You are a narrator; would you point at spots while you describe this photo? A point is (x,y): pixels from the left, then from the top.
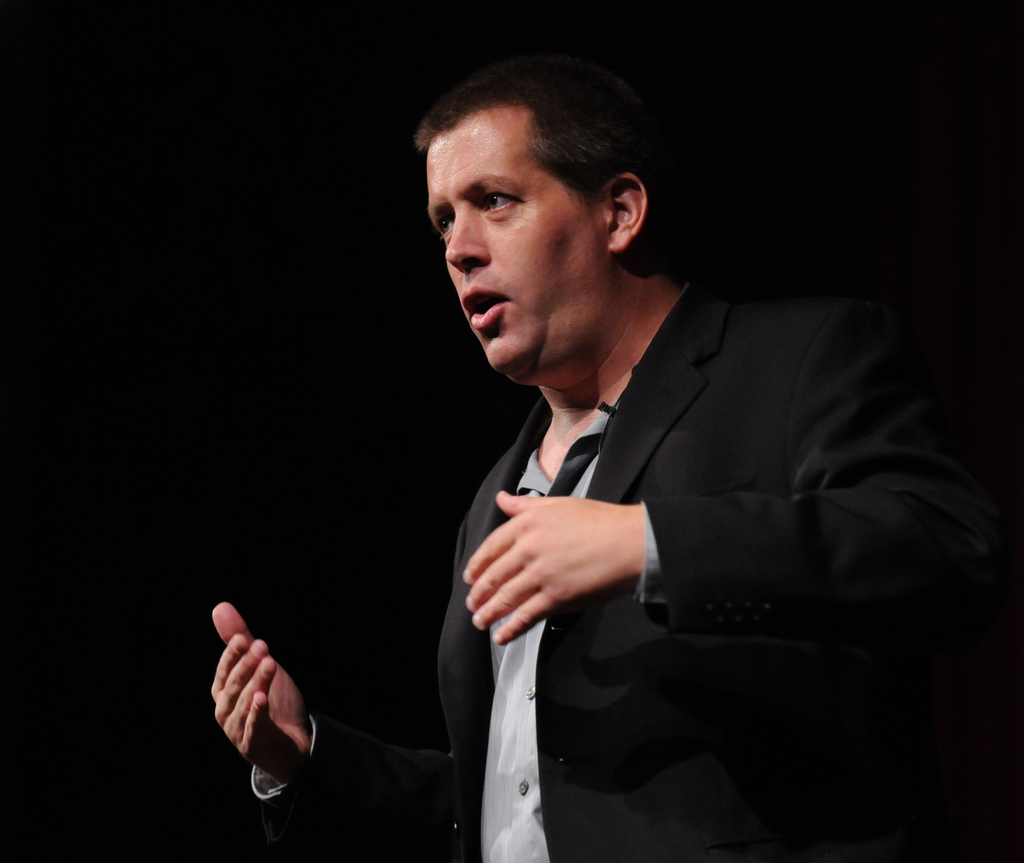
In the picture we can see a man (224,691) standing and giving a speech and he is wearing a black color blazer (712,694) with white shirt (266,797).
